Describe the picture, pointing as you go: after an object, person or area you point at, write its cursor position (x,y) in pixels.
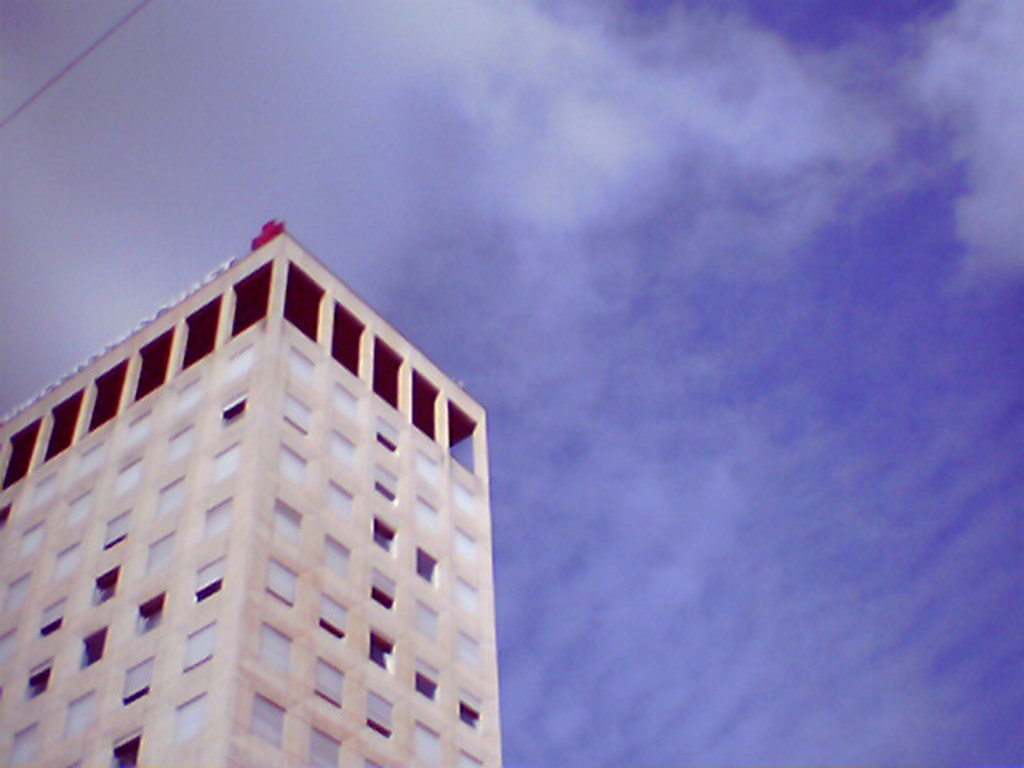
In this picture I see a building (271,492) in front (262,441) and on the top left of this image (118,24) I see a black color thing (73,61) and in the background (184,158) I see the sky (698,252).
